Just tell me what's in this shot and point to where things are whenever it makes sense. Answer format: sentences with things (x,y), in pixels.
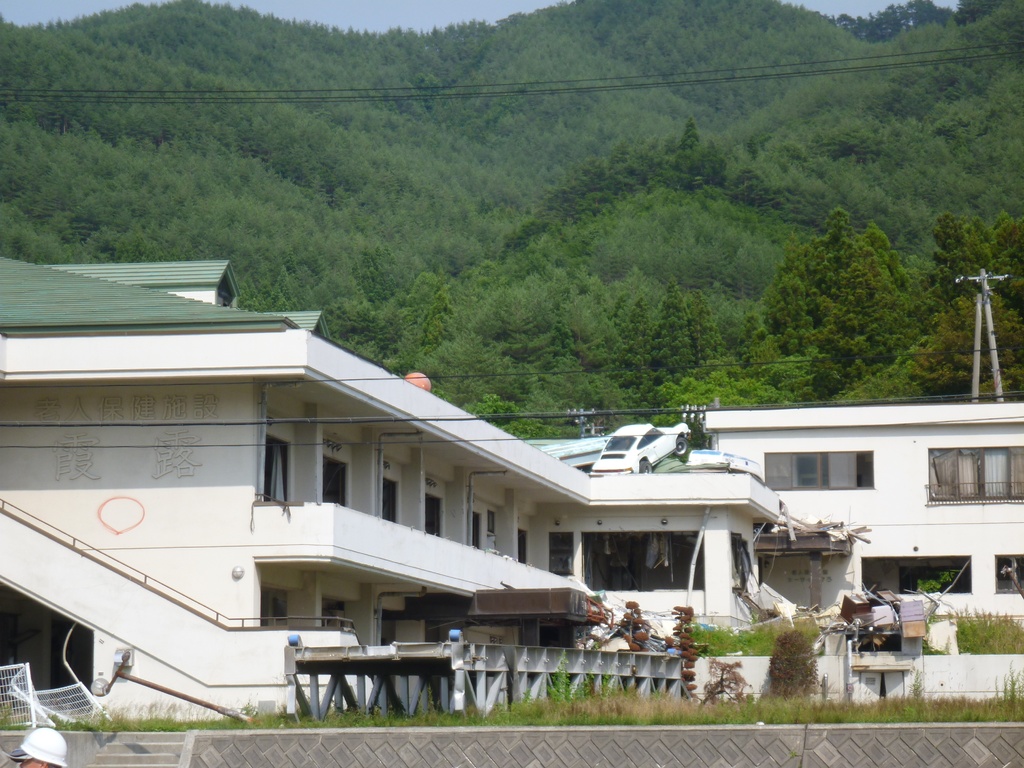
In this picture, we can see building (555,548) with windows (822,460), ground (9,727) with grass (100,723), stairs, railing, poles (696,559), wires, transformer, metallic objects (409,667), we can see a person head (49,750) in the bottom left side of the picture (44,736), we can see mountains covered with trees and the sky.
